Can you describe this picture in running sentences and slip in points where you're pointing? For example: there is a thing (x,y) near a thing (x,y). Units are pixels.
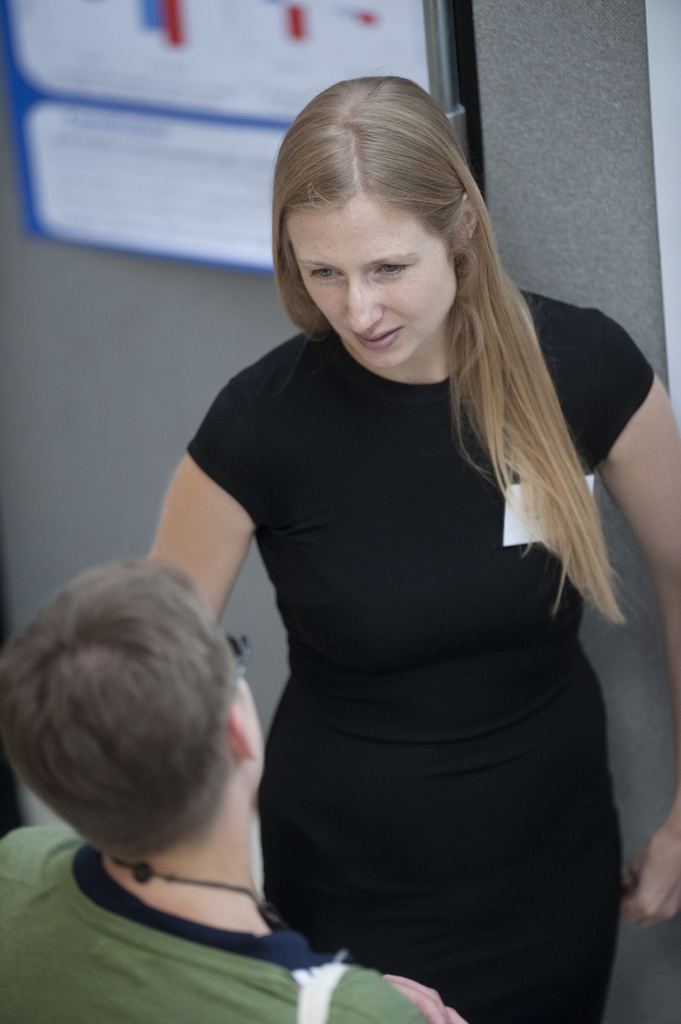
On the left side (144,917), there is a person (133,905) with a green color T-shirt (91,893). On the right side (609,829), there is a woman (645,424) in a black color dress (461,531), standing. In the background (230,87), there is an object (68,223) attached to a wall (35,499). And the background (529,39) is gray in color.
